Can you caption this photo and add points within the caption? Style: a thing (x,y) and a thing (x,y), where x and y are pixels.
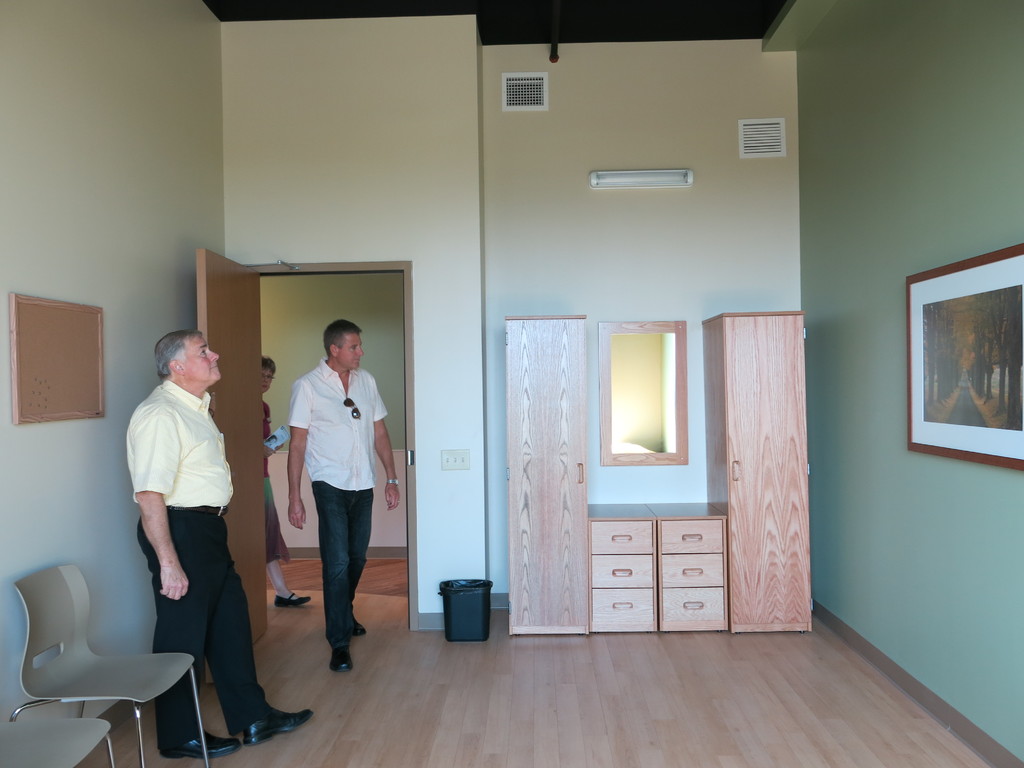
As we can see in a picture that, there are three person (325,446) two men (326,442) and one women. These are the chair (61,682). There is a dustbin (463,597) in a room (950,359). These are the cupboard (627,555).
